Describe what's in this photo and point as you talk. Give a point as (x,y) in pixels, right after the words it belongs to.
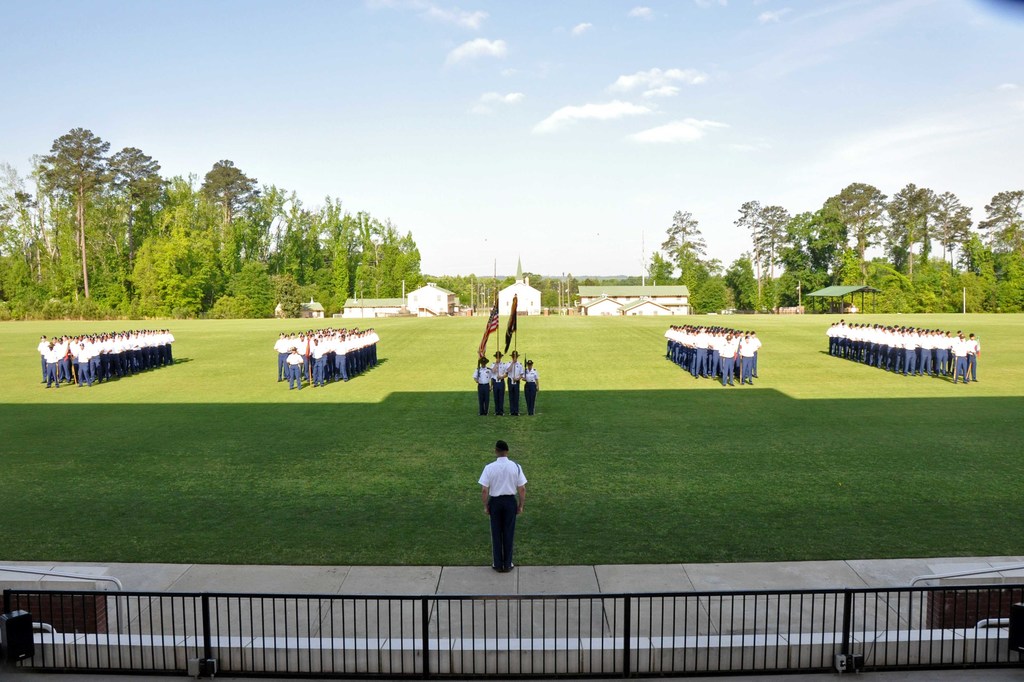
In this image we can see a few people (497,370) standing on the ground (277,330), among them some people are holding the flags (491,320), there are some trees (246,302), grass (551,317), fence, houses (591,312), poles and a shed (828,290), in the background (883,251) we can see the sky (586,141) with clouds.
